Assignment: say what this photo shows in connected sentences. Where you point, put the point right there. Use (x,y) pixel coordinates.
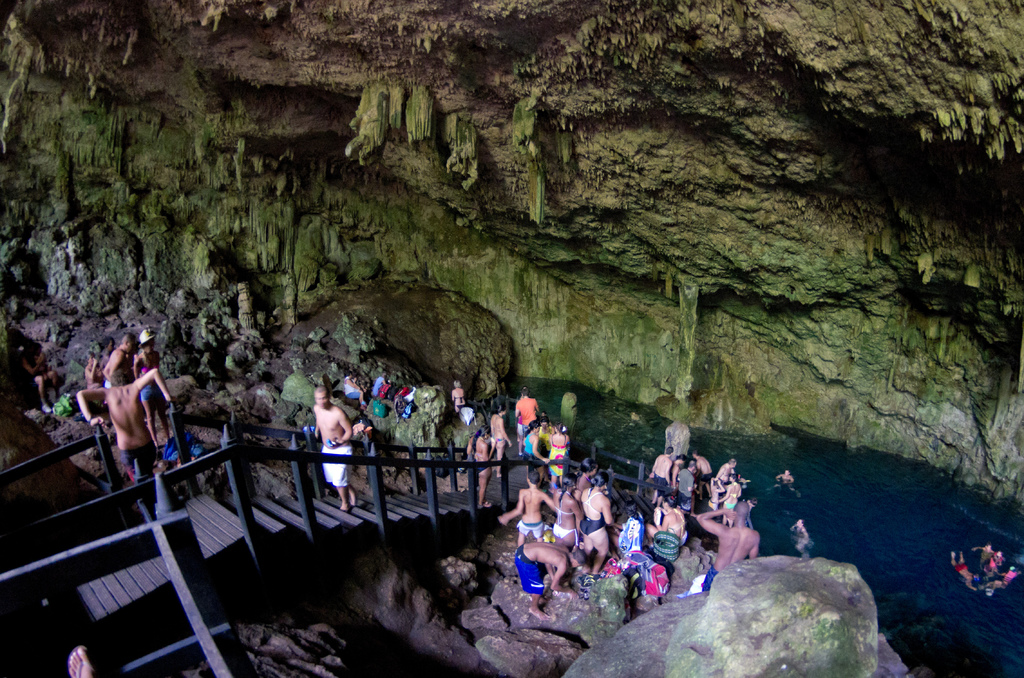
In this image I can see the stone (629,237) in green and brown color. I can see few stairs (395,494), few people (554,507), stones (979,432) and the water (827,455).
